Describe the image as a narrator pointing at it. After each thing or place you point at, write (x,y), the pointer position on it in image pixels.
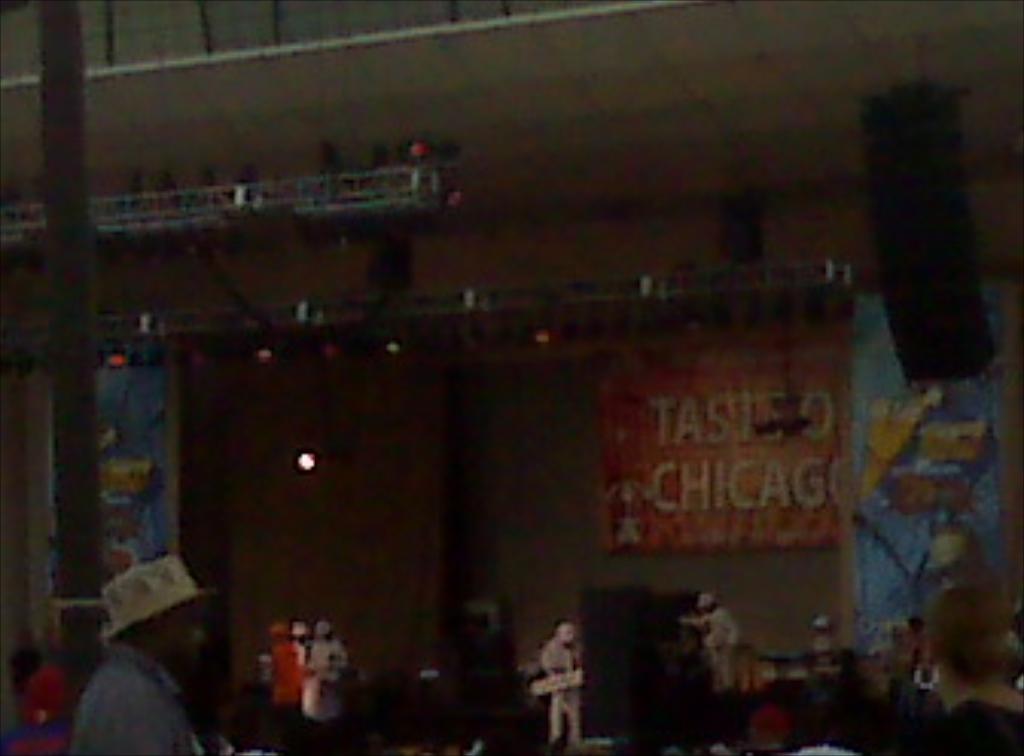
In this image we can see a group of people (274,698) standing. One person (177,678) is wearing a hat (180,596). In the background (945,308), we can see speakers (932,278), metal frames (347,209) with lights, pole (81,332), banners (708,476) with some text (795,456).
